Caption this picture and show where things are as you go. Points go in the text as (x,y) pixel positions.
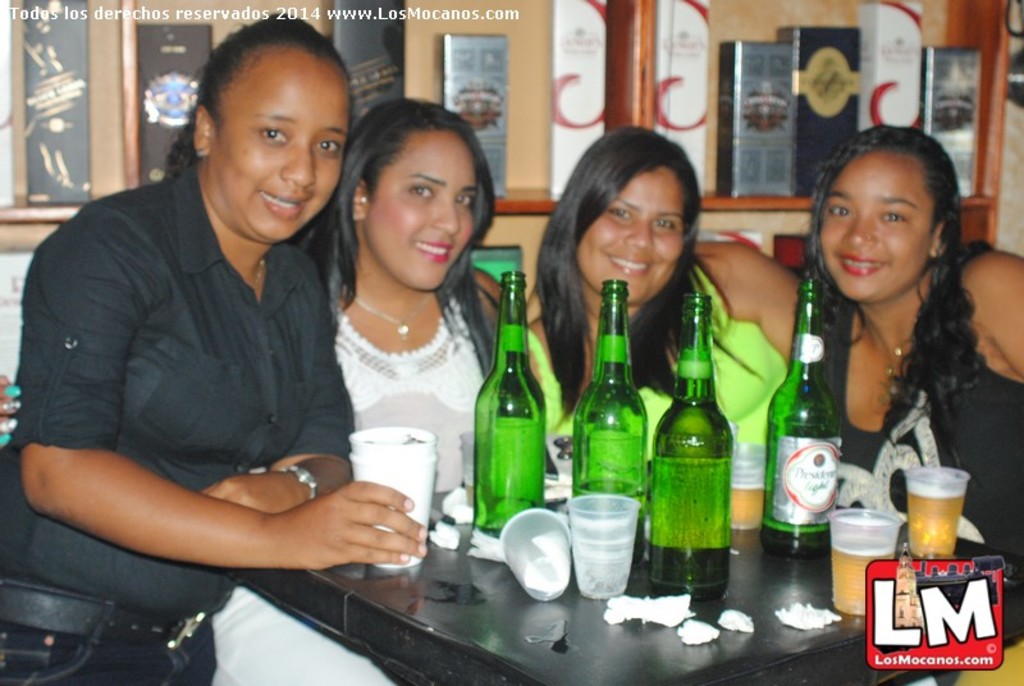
In this image there are 4 women (496,285) sitting near the table (590,616) and in table (435,611) there are glass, tissue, beer bottles (790,485) and in back ground (34,218) there are boxes (593,85) in racks (34,218).
